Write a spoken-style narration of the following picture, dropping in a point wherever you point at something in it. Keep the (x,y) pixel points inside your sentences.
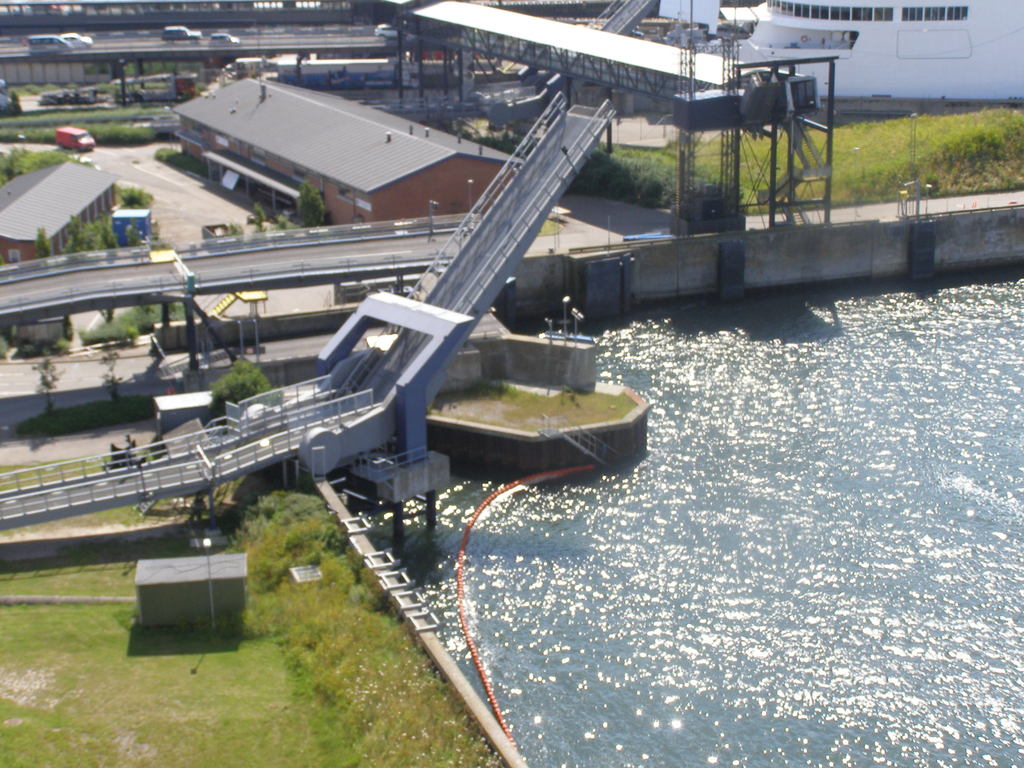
In this image I can see the water (808,534), a orange colored pipe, some grass (343,666) and few plants (299,670) on the ground (251,675), a bridge (215,278), few buildings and few trees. In the background (326,36) I can see few bridges (90,24) and few vehicles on them.
